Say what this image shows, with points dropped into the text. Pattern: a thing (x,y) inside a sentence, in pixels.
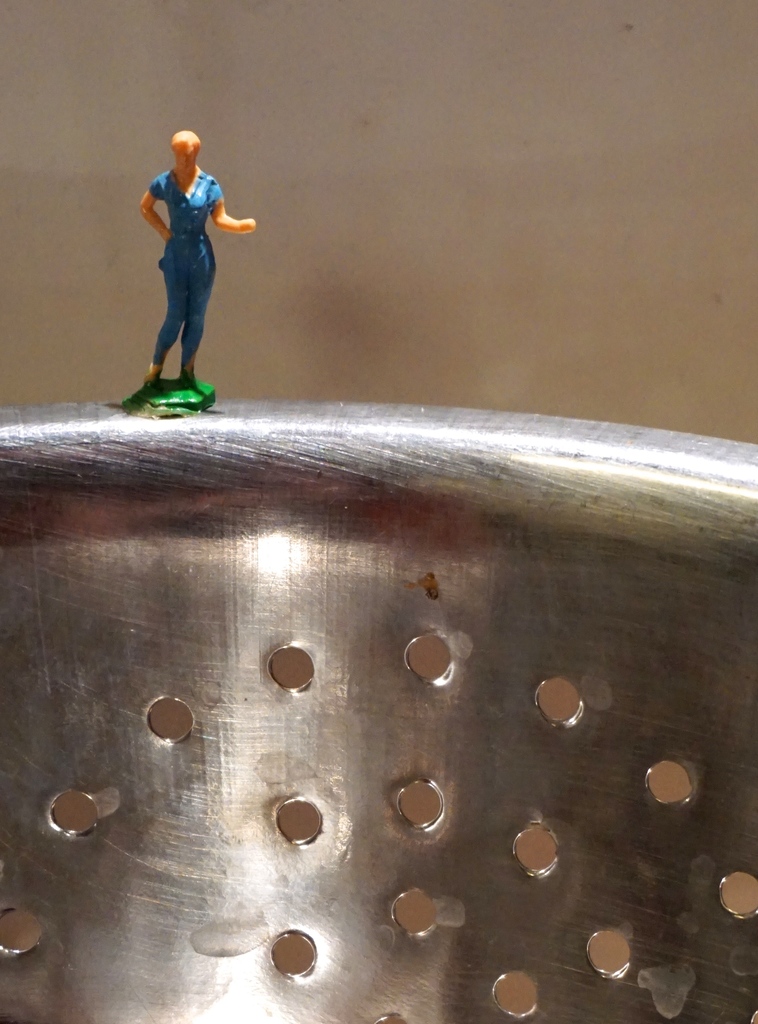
Here we can see a toy (199,240) on an object (378,664). In the background (349,108) we can see a wall (349,181).
